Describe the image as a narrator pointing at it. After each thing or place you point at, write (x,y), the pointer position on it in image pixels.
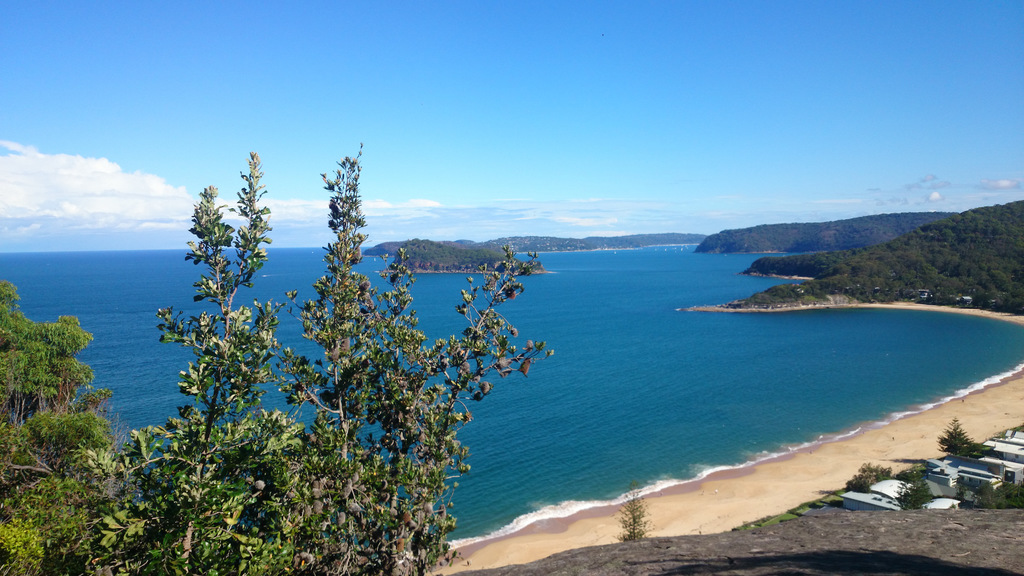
In this image we can see water (776,282). Also there are trees (361,504). On the right (880,483) there are buildings (952,491). In the background (386,155) there is sky (223,141) with clouds (523,206).
